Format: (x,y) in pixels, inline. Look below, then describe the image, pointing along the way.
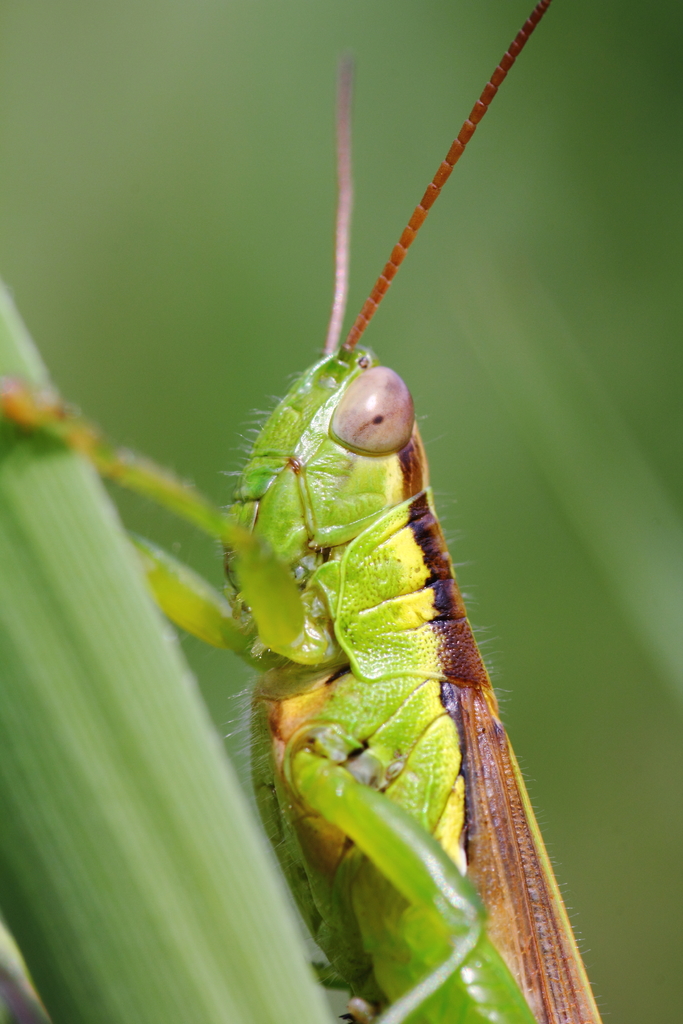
IN this image we can see a grasshopper (268,638) on the grass (219,791), and the background (237,280) is blurred.
